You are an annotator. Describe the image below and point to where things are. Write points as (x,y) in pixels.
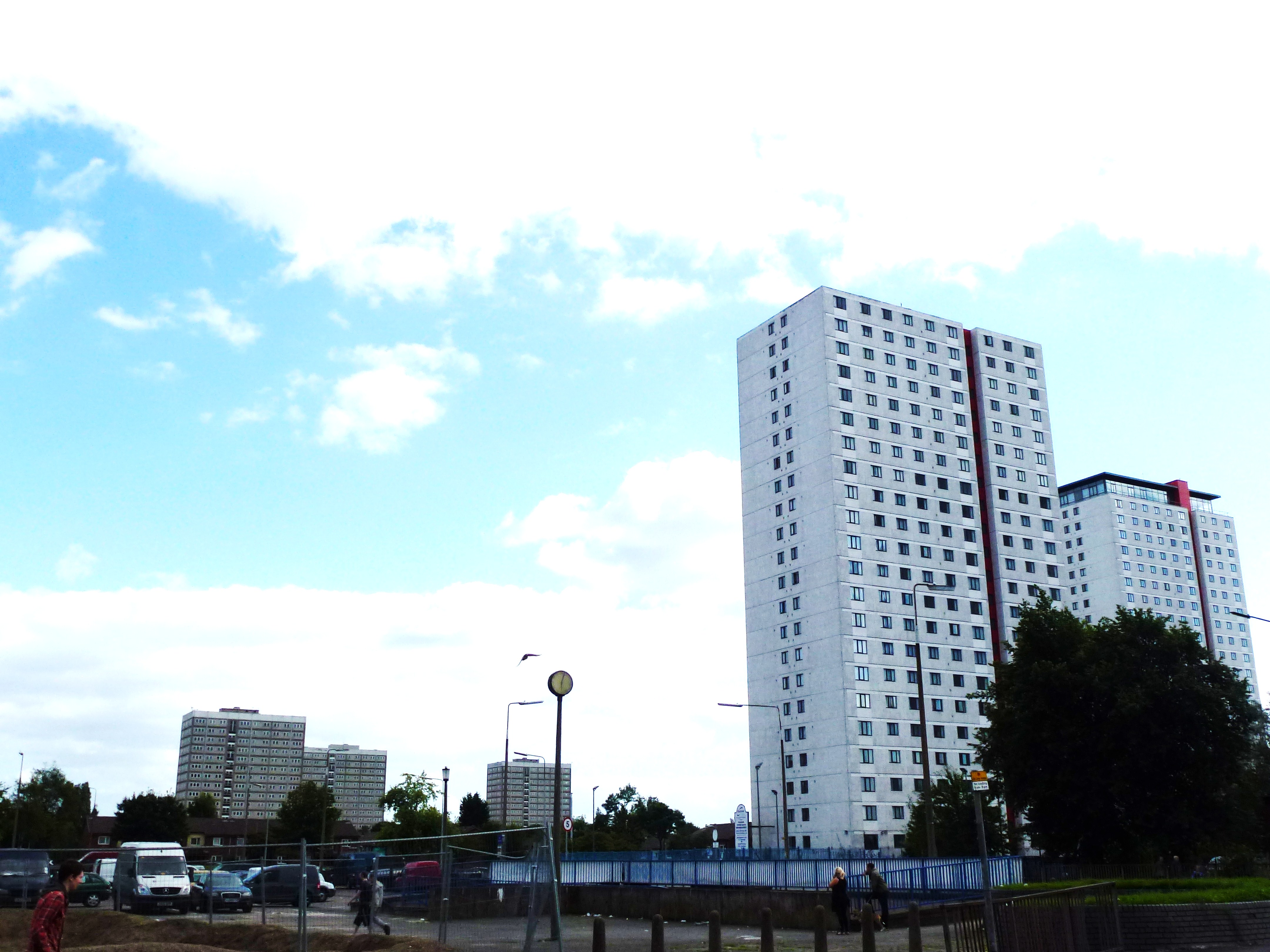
In this picture we can see vehicles (272,892) on the road (340,921), some people (354,904), fences (300,865), buildings (266,822), trees (1203,759), light poles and some objects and in the background (318,583) we can see the sky (602,298) with clouds (1026,155).
